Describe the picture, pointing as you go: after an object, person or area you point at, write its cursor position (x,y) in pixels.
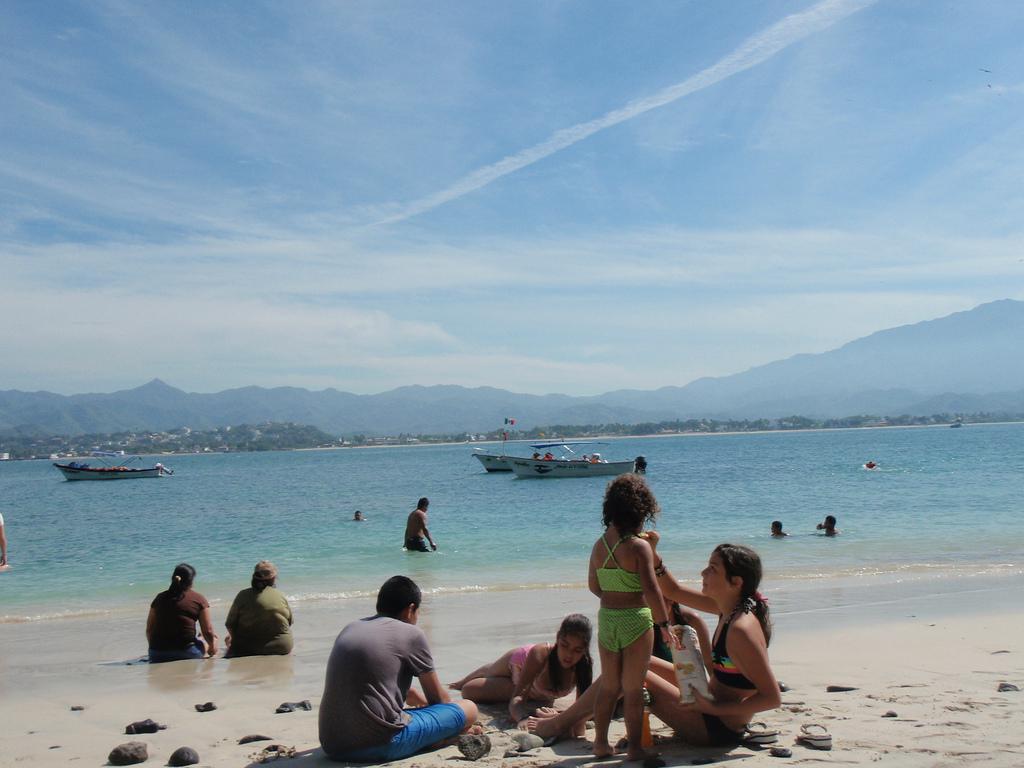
This image consists of many people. It looks like it is clicked near the beach (146,756). At the bottom (316,755), there is sand (805,699). In the middle (506,456), we can see three boats (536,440) in the water (16,466). In the background (453,385), there are mountains (687,386). At the top (322,247), there is sky (322,247).
